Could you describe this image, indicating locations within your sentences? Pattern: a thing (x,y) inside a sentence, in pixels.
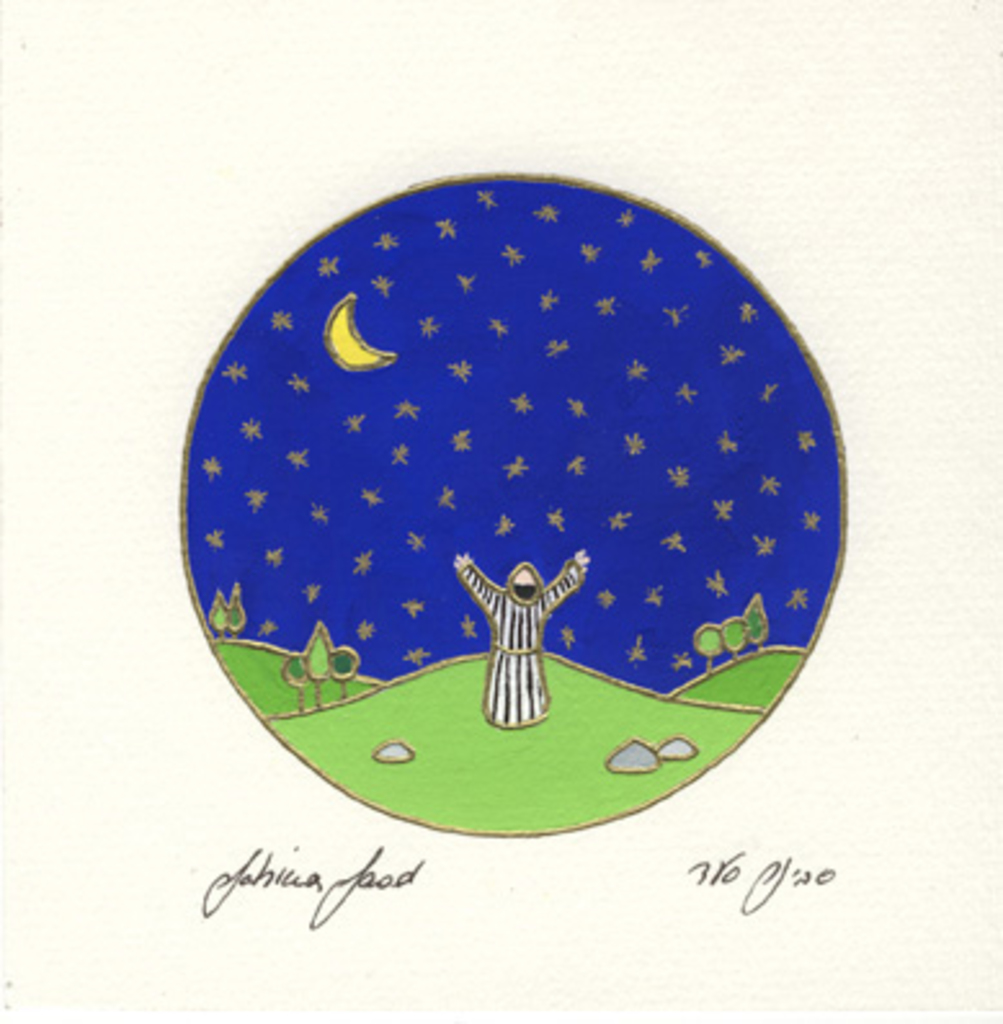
The picture looks like a card (385,524). In the center of the picture (529,675) we can see the drawing (504,539) of grasslands (603,710), person (509,651), tree (323,659), sky (439,468) and moon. At the bottom (276,902) there is text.
